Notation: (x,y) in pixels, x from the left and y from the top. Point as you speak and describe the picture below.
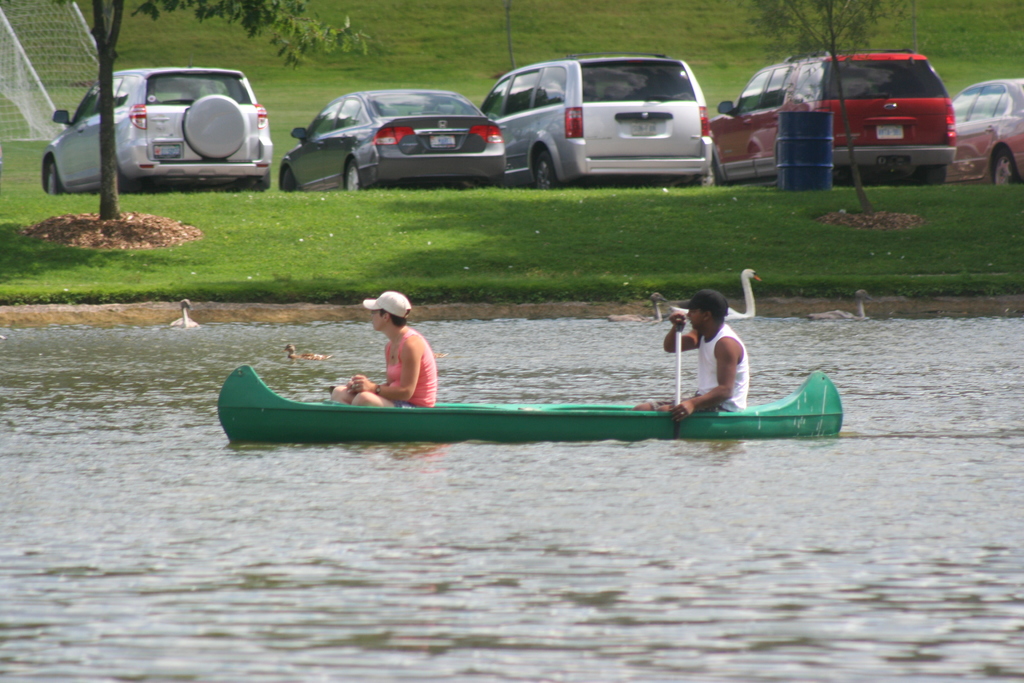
In this image at the bottom (522,533) there is a lake (520,531), and in the lake (293,454) there is a boat (563,413) and in the boat (563,413) there are two persons (425,356) who are sitting and one person (720,363) is holding something. And also there are some swans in the river (823,324), in the background (649,118) there are some vehicles (851,114), drum (819,120), trees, net (36,94) and grass (157,208).
